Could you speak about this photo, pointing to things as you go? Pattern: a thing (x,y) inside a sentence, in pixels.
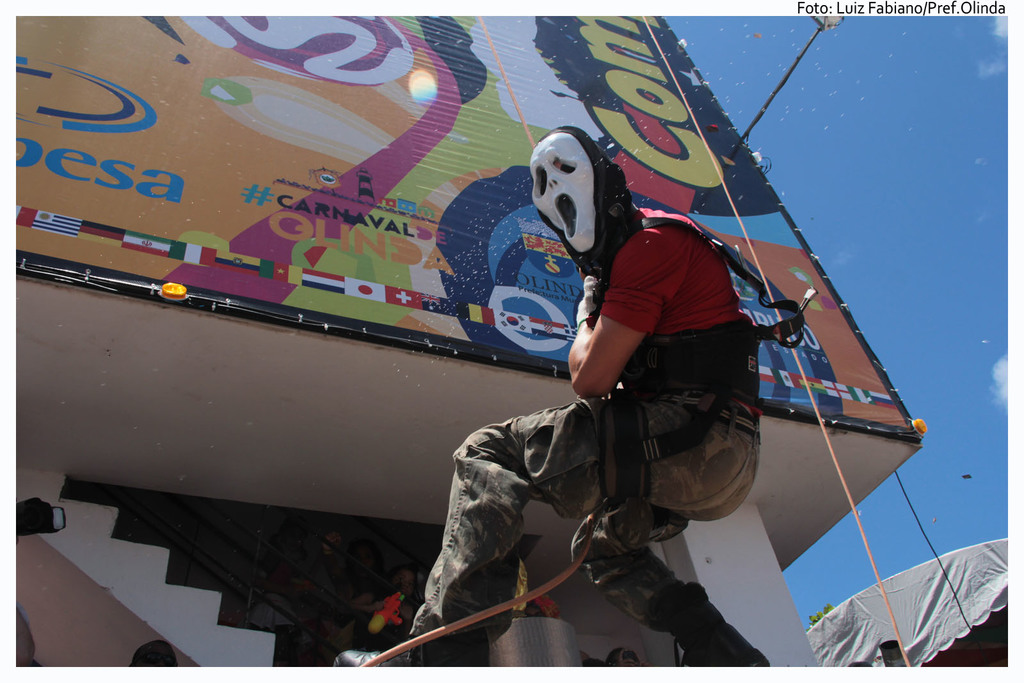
In this image there is a person (623,480) hanging, there is a rope (497,55), there is a board (485,134) truncated, there are staircase (187,600), there is the sky (930,253), there is light (835,21) truncated, there is an object (909,609) truncated towards the right of the image (899,612).
